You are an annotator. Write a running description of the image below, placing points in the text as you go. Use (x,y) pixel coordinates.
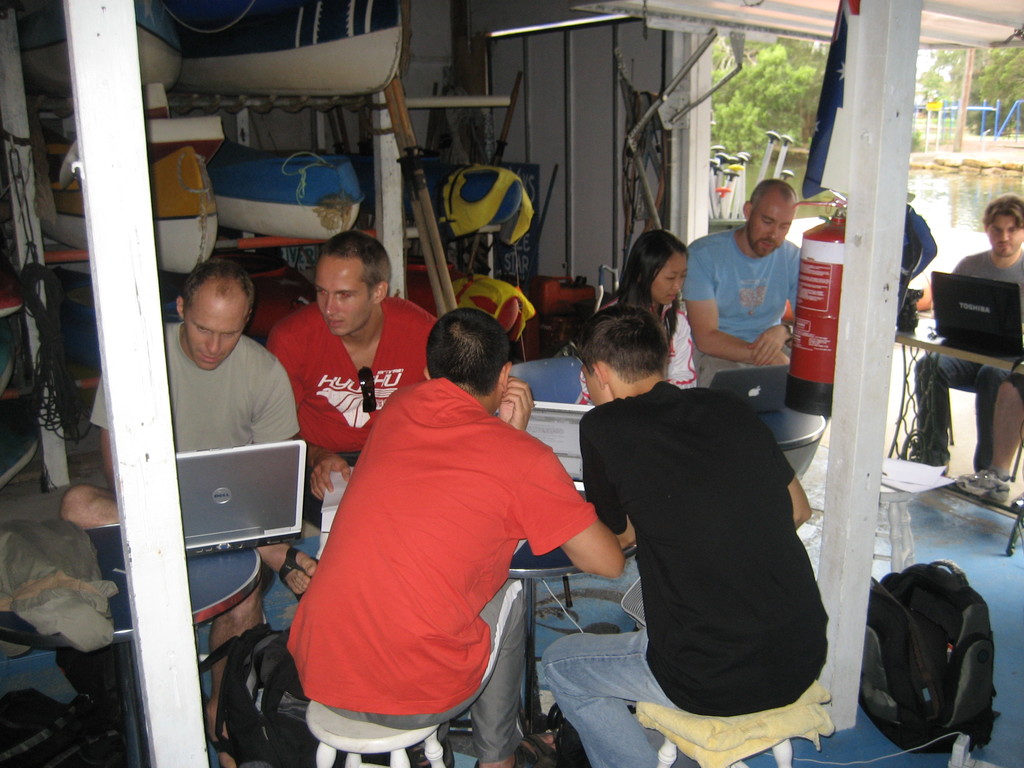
In this image we can see few people (497,437) sitting on the chairs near tables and holding a laptops (267,494). This is a fire extinguisher (813,277). In the background (339,93) we can see boats (298,36), water (946,198) and trees (772,101).
